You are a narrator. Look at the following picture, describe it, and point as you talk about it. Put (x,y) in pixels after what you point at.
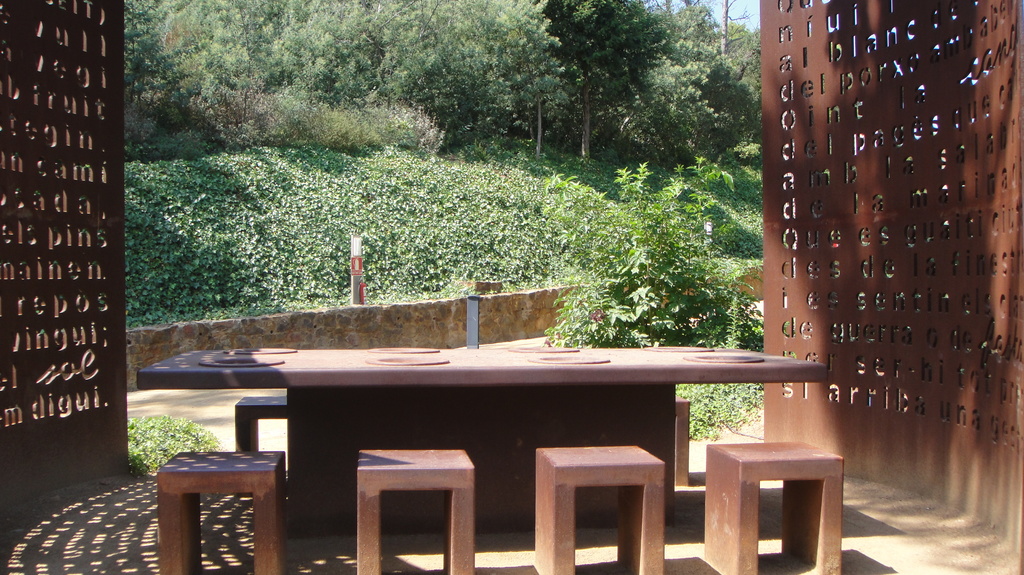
In this image I can see a table (258,355) and few chairs (760,471). In the background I can see few trees (163,154). On either side of the image there is a wall (122,177).
